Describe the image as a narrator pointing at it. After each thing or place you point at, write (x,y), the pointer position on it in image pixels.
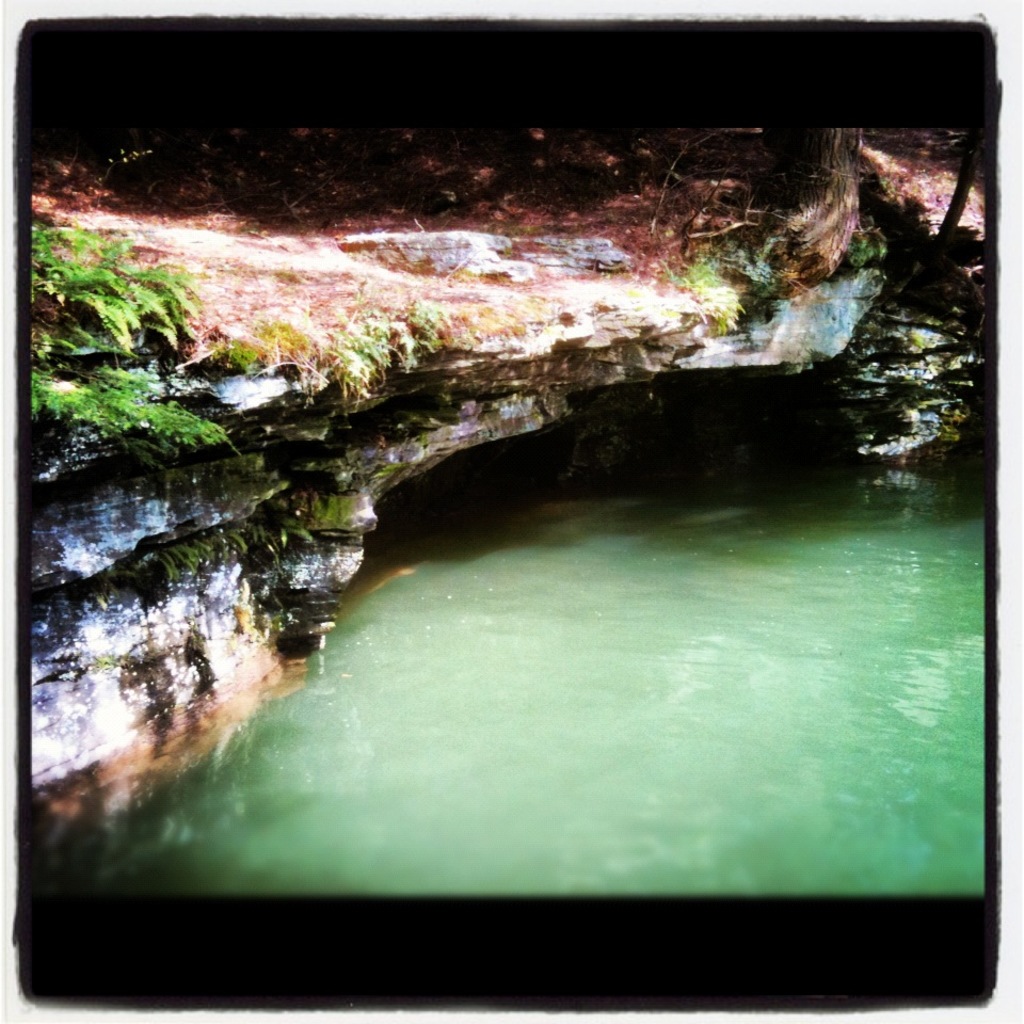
In a foreground of the picture (657,581) there is water (546,690). At the top (190,309) there are plant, trunk (773,155) of a tree (811,163), grass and a rock (692,330). The picture has black border (445,959).
